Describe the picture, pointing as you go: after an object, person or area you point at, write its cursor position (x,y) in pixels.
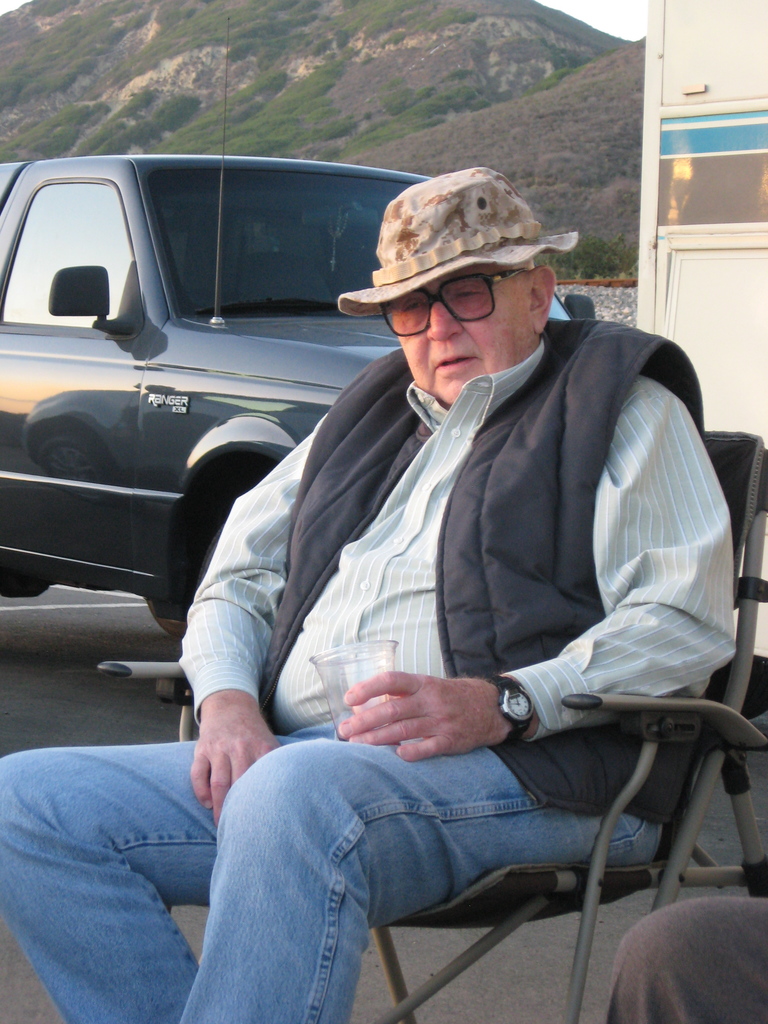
In the picture there is a man (467,560) sitting on a chair (627,699) and behind him there is a car (300,298), there is some other person (652,917) beside the man (544,546) and in the background (220,35) there are mountains (220,35).
